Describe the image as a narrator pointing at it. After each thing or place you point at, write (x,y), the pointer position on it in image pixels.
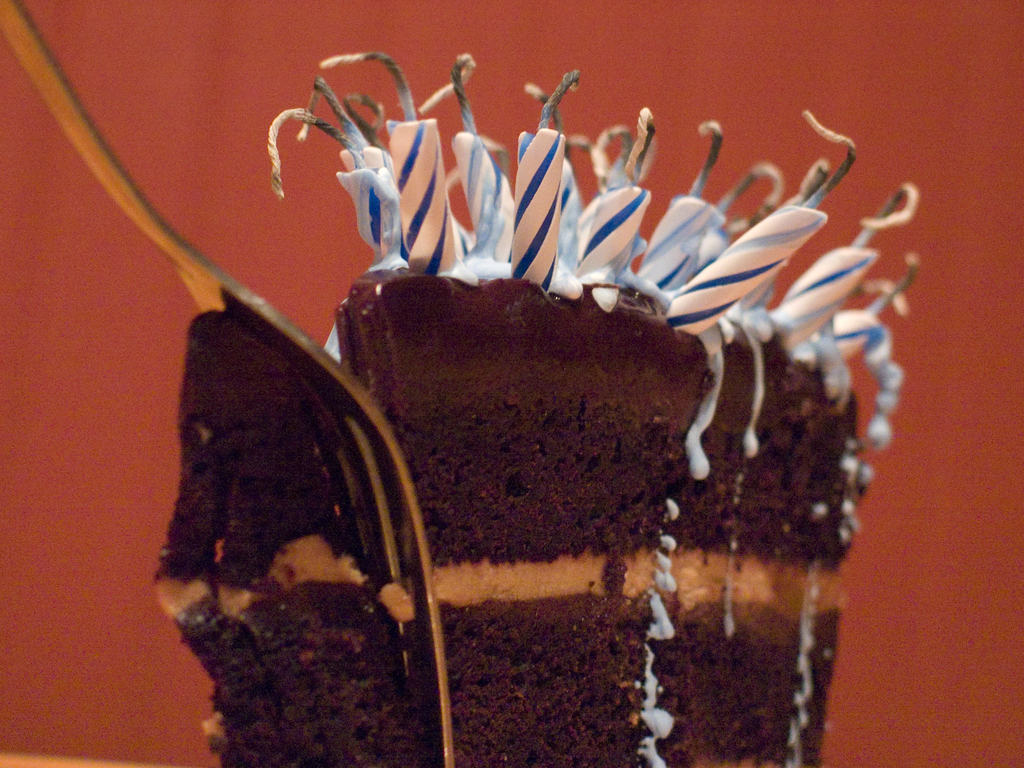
In this image, we can see a pastry (589,581). On top of that, we can see few candles (611,248) and wax (500,273). Background (986,716) we can see bronze color. On the left side of the image (160,244), we can see a fork (129,211).
